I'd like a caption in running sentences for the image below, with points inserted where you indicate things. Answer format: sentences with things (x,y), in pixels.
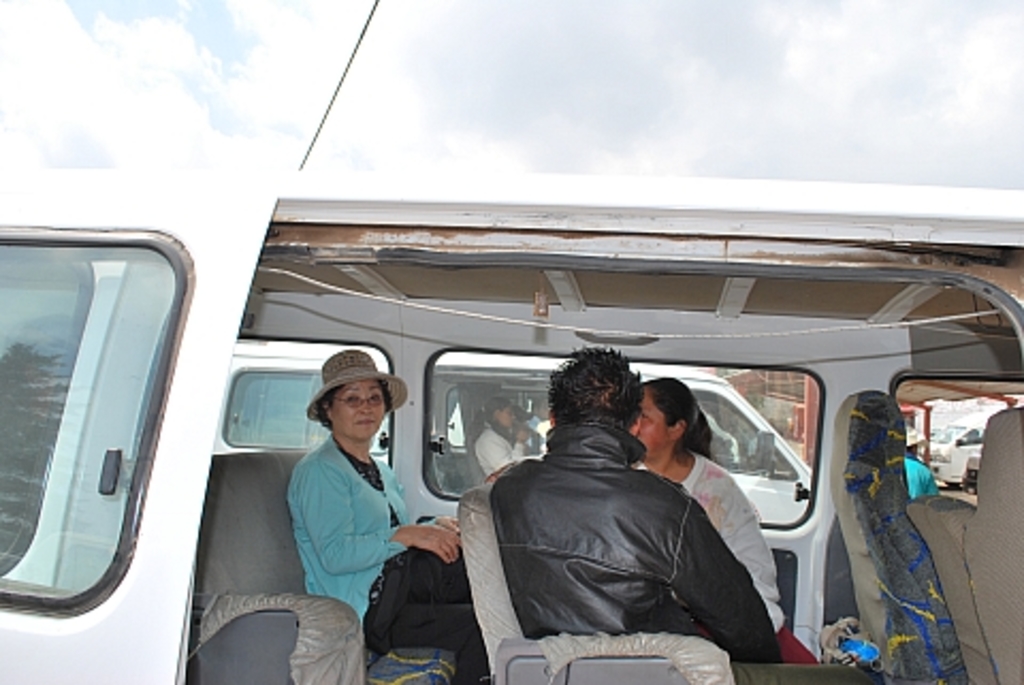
At the top (192,20) we can see sky (218,39) with clouds (585,104). Here we can see persons (320,415) sitting inside a car (204,445). Through this car glass window (465,445) we can see other vehicle (476,399) and person (487,422) sitting inside it.
